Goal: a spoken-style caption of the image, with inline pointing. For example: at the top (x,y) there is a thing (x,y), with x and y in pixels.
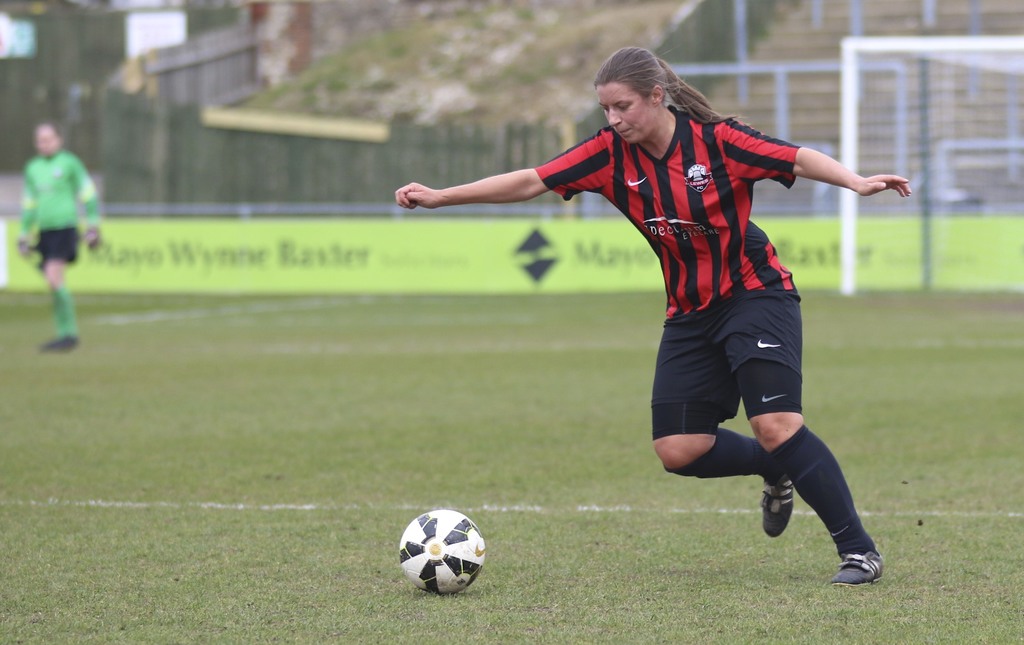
In the middle of the image (681,266) a lady (729,225) is present. In the background of the image (373,171) we can see a board (394,225), rods (851,99), fencing (421,156) are present. On the left side of the image (74,249) a person (59,237) is standing. At the bottom of the image (445,533) a ball (445,533) is there. In the middle of the image (534,395) ground (439,404) is present.
